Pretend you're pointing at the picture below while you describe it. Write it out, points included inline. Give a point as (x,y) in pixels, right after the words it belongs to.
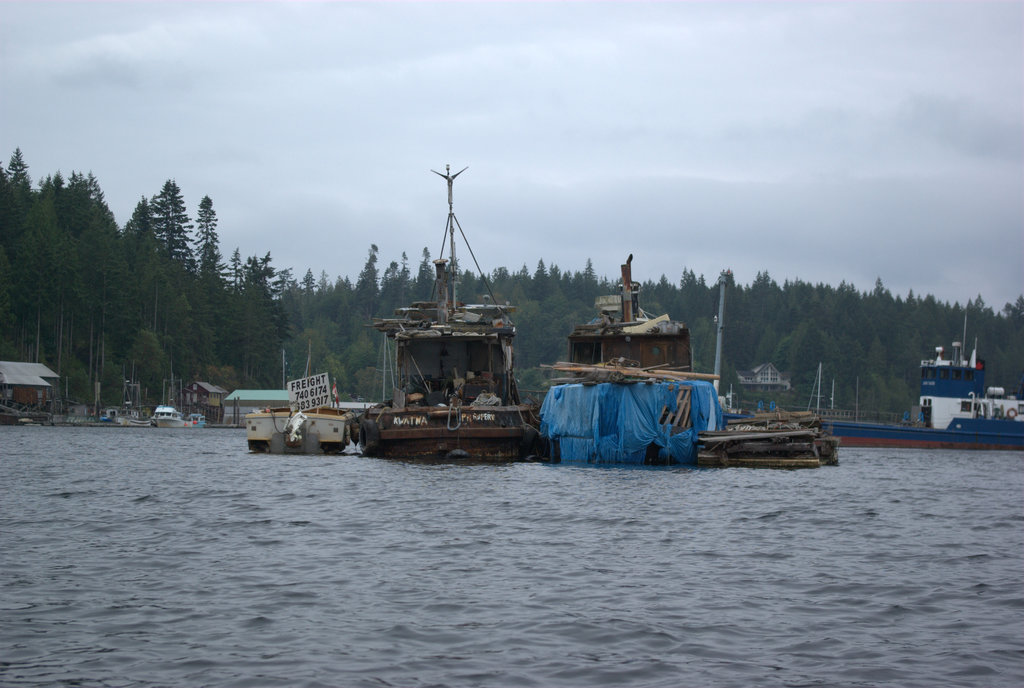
In the picture we can see water (457,569), there are some ships (426,456), boats (136,418) and in the background of the picture (363,342) there are some trees (40,257) and cloudy sky (497,122).
